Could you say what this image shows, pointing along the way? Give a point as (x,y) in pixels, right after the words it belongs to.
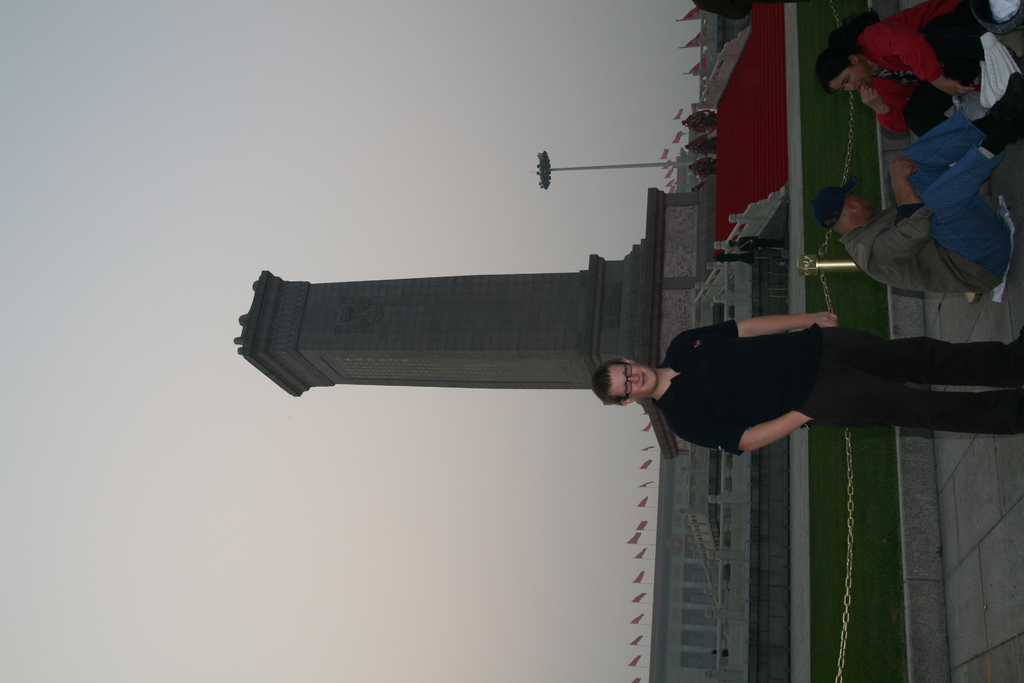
This image consists of a man (609,395) wearing black dress (734,366) is standing. Beside him there are two persons (939,133) sitting. In the background (358,315), there is a building (678,572) along with the flags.
